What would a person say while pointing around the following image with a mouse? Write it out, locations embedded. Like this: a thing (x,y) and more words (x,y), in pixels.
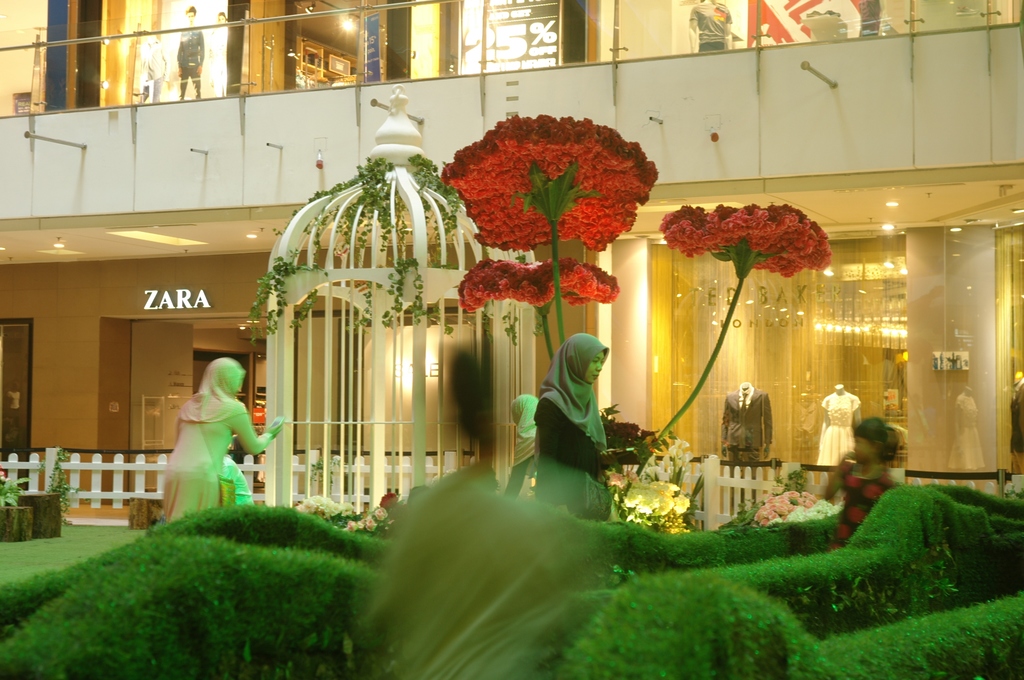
In front of the image there is grass (723,598). In the center of the image (359,421) there is a cage (505,470). There are depictions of flowers (672,217). There are people (204,472). Behind the cage (371,451) there is a fence (254,473). There are plants (9,490). In the background of the image (338,3) there are stores (854,297). There is a glass railing (344,37).
